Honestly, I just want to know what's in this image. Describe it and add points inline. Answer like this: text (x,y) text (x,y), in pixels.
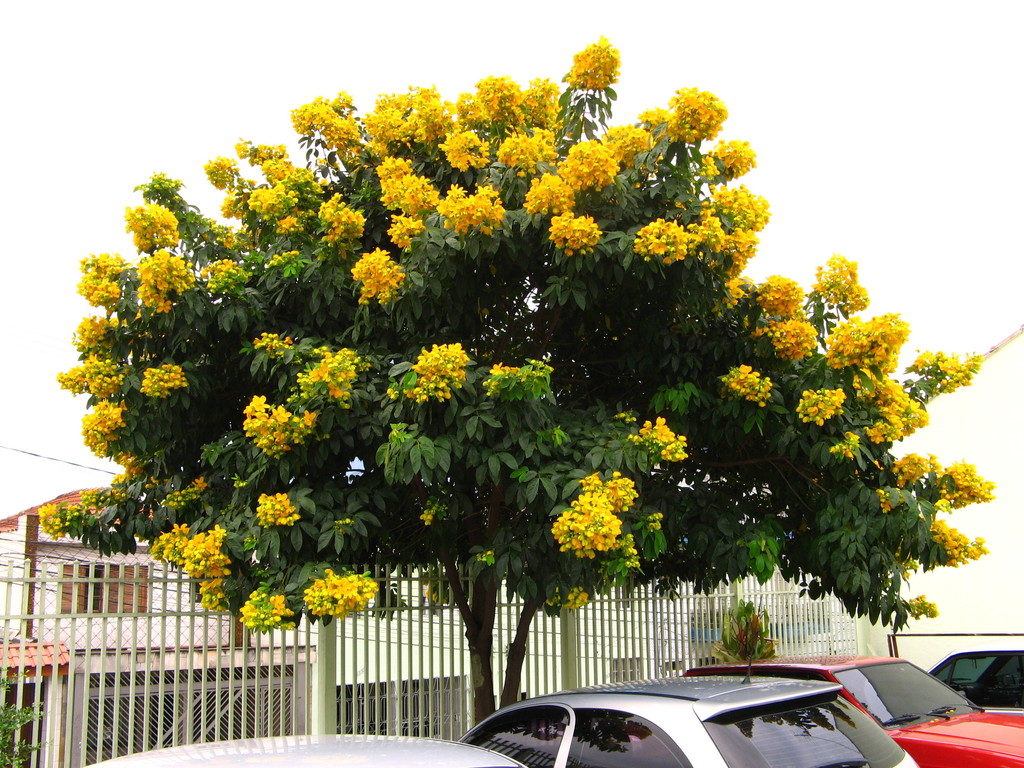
In this picture there are cars (778,683) at the bottom side of the image (792,688) and there is a boundary (177,697) behind the cars (718,701), there is a flowers tree (634,379) in the center of the image (463,398), which is yellow in color and there are houses (14,633) in the background area of the image (124,623).
